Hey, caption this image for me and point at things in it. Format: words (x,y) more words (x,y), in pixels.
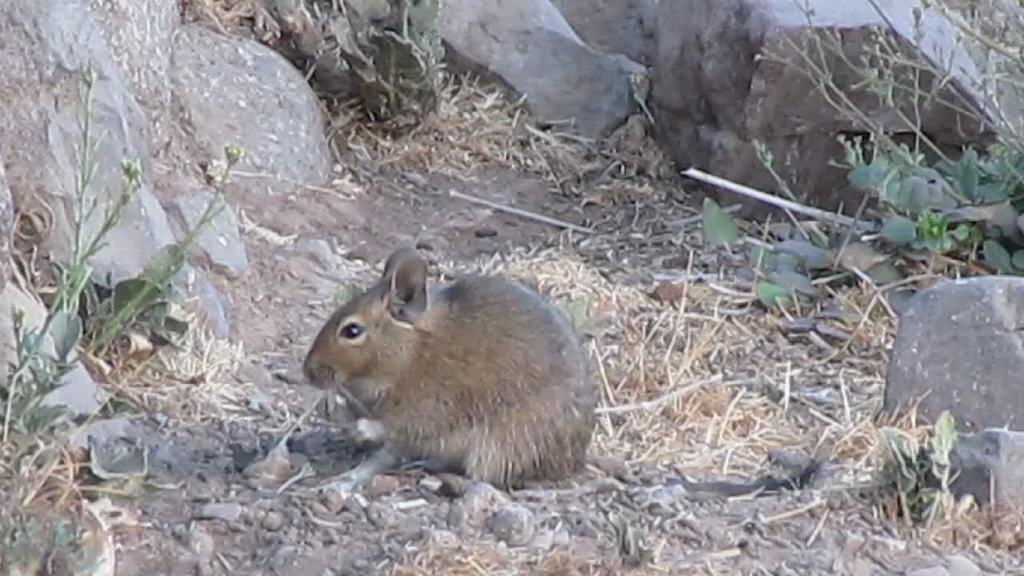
In this image, we can see a rat (476,459) on the ground (221,403), we can see some stones (955,111) and leaves (828,255).
